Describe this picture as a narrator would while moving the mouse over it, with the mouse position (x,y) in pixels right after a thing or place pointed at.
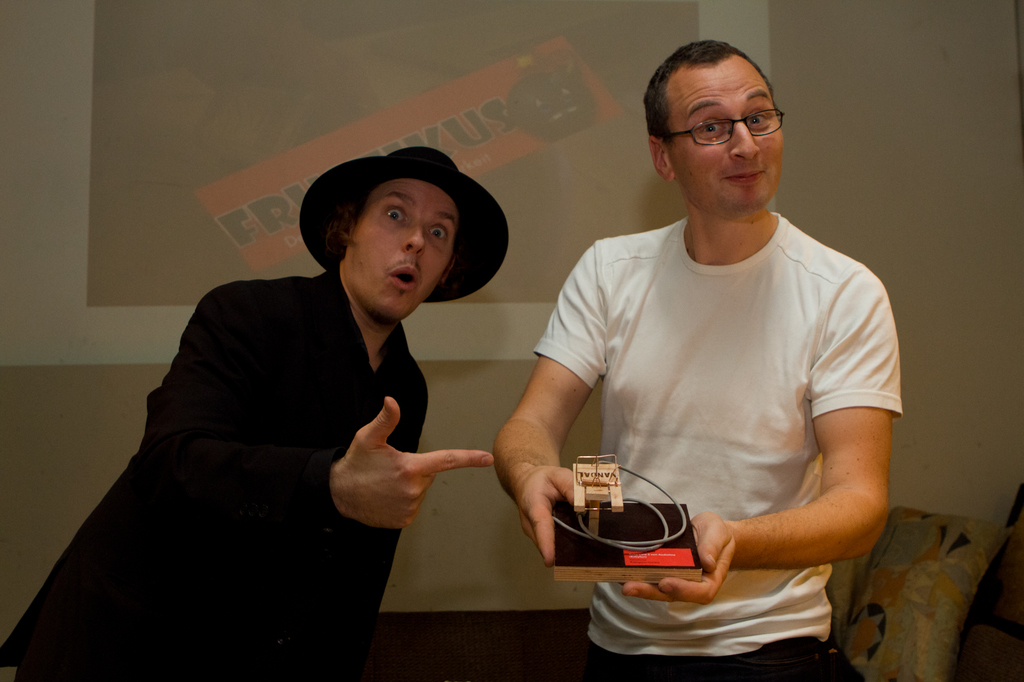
In this picture we can see two men (397,390) standing here, a man (571,370) on the right side (710,432) is holding something, a man (326,339) on the left side (334,326) wore a cap (456,173), in the background (388,85) there is projector screen (452,68), we can see a pillow (923,605) here, there is a wall (939,256) here.
